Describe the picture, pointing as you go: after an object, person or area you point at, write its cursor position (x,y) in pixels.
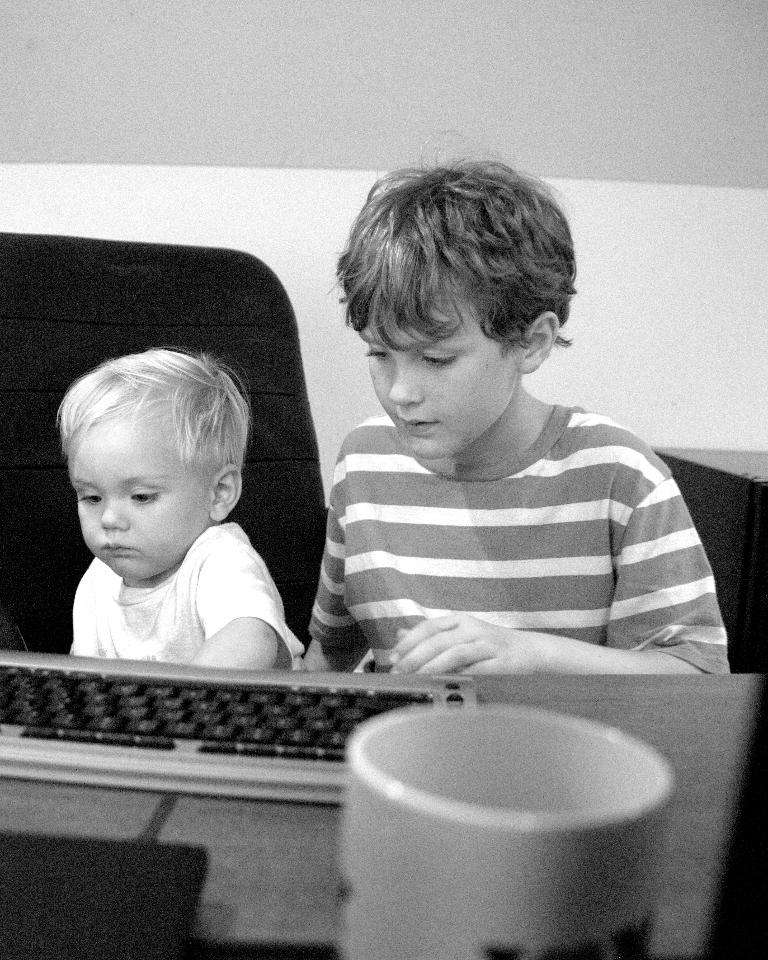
In this picture there is a boy (170,517) sitting on the chair (57,540). There is also another boy (433,592). There is a keyboard (154,728), a cup (407,813) on the table (264,849).
